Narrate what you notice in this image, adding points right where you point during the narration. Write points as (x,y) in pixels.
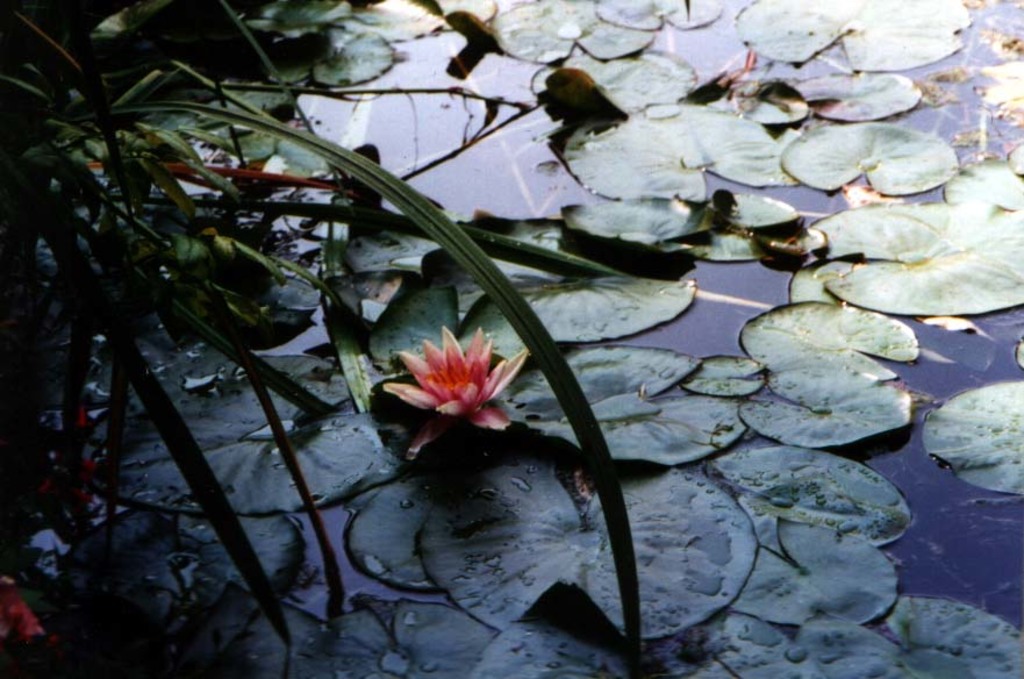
There are few green color leaves (805,155) on the water (747,441) and there is a flower (449,380) in between them.
